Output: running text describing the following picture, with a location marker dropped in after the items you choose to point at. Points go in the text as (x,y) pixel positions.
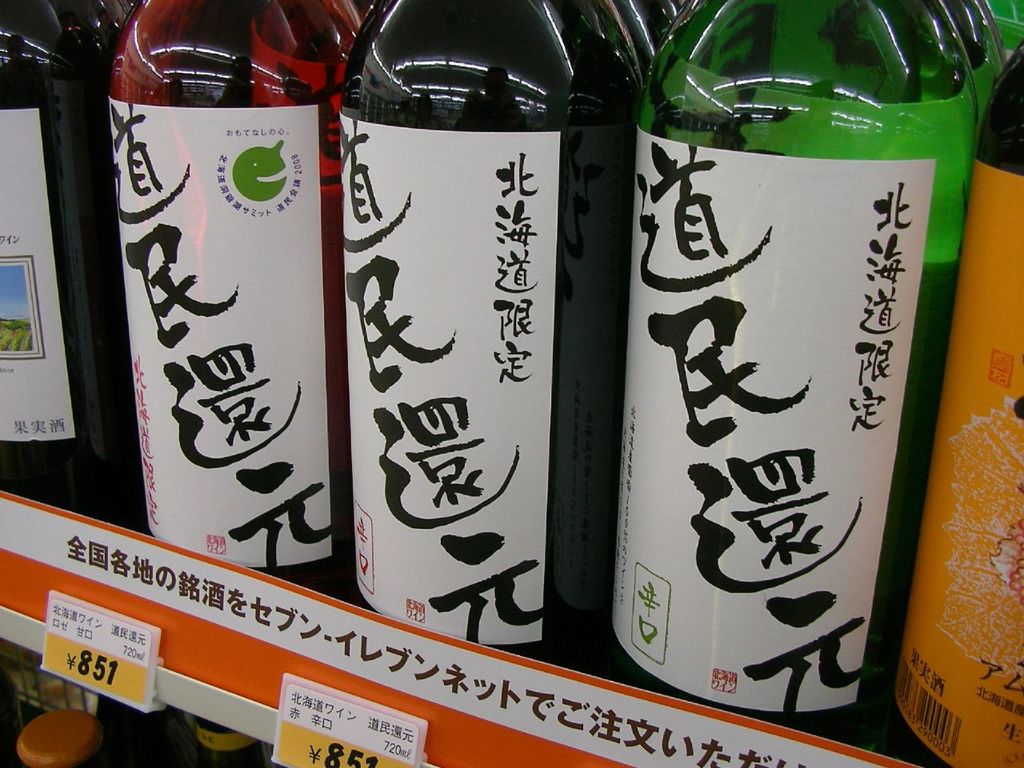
These bottles (87,280) are highlighted in this picture. On this bottles (795,412) there are stickers (485,187).
